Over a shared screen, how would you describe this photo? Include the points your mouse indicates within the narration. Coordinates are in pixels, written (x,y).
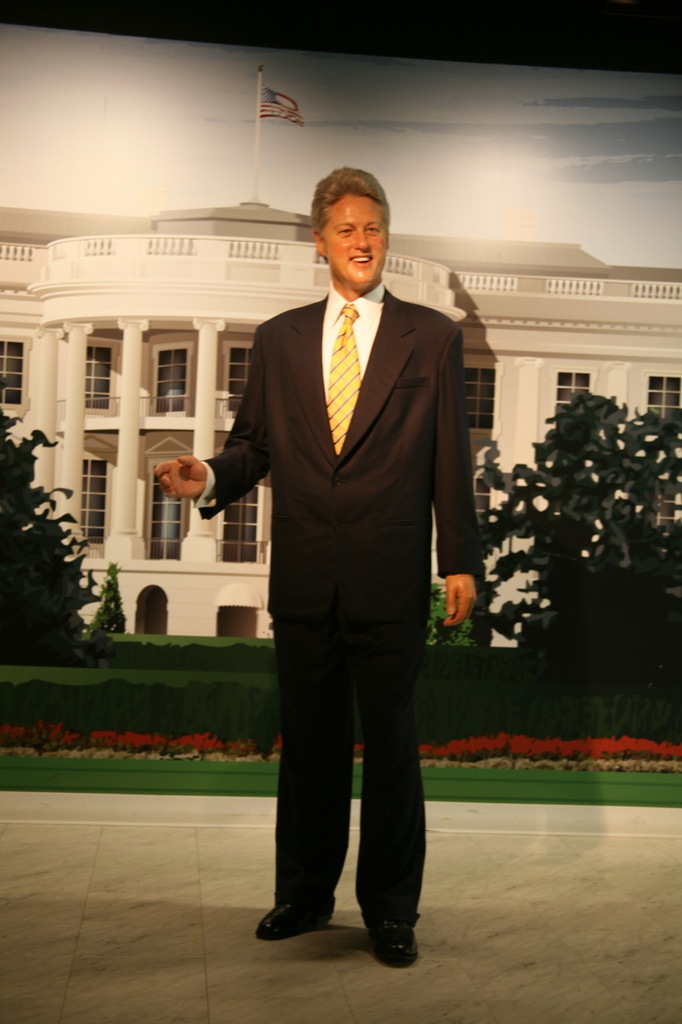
In this picture I can see statue (292,331) of a man (254,478) standing and smiling, and in the background (439,230) it is looking like a poster (234,296) with a building (202,455), trees (554,518), plants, flag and sky (203,184).
